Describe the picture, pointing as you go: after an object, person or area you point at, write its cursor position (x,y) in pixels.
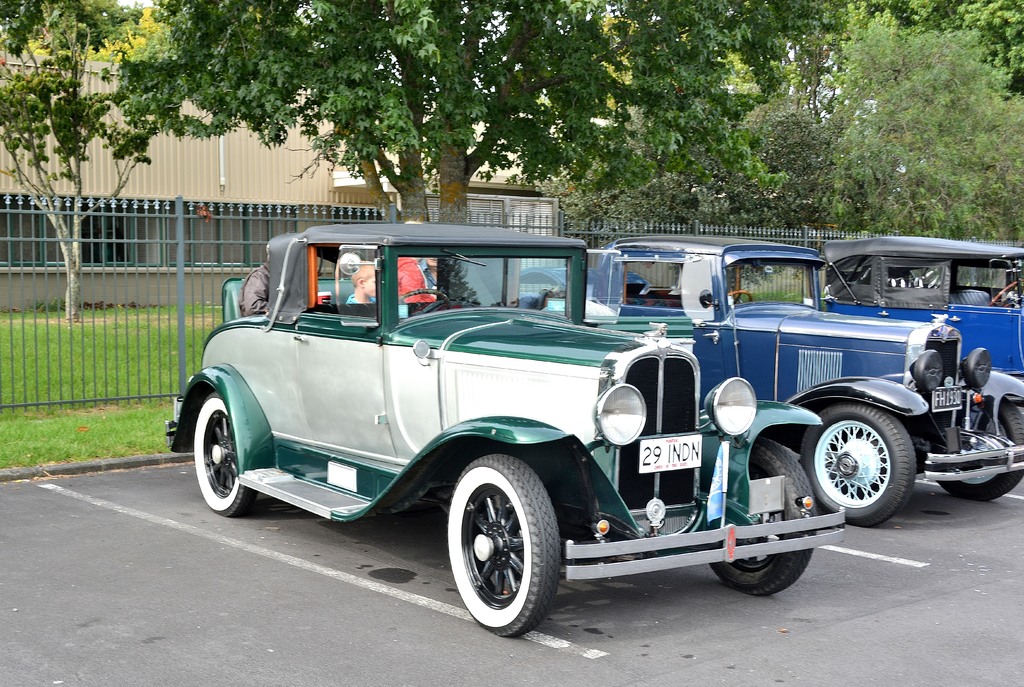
In this image, we can see few vehicles (811,405) are parked on the road (732,624). Here we can see few people (410,286). Background (288,191) there is a grill (8,249), walls (267,199), houses (267,199), windows (38,256), trees (403,117) we can see.
